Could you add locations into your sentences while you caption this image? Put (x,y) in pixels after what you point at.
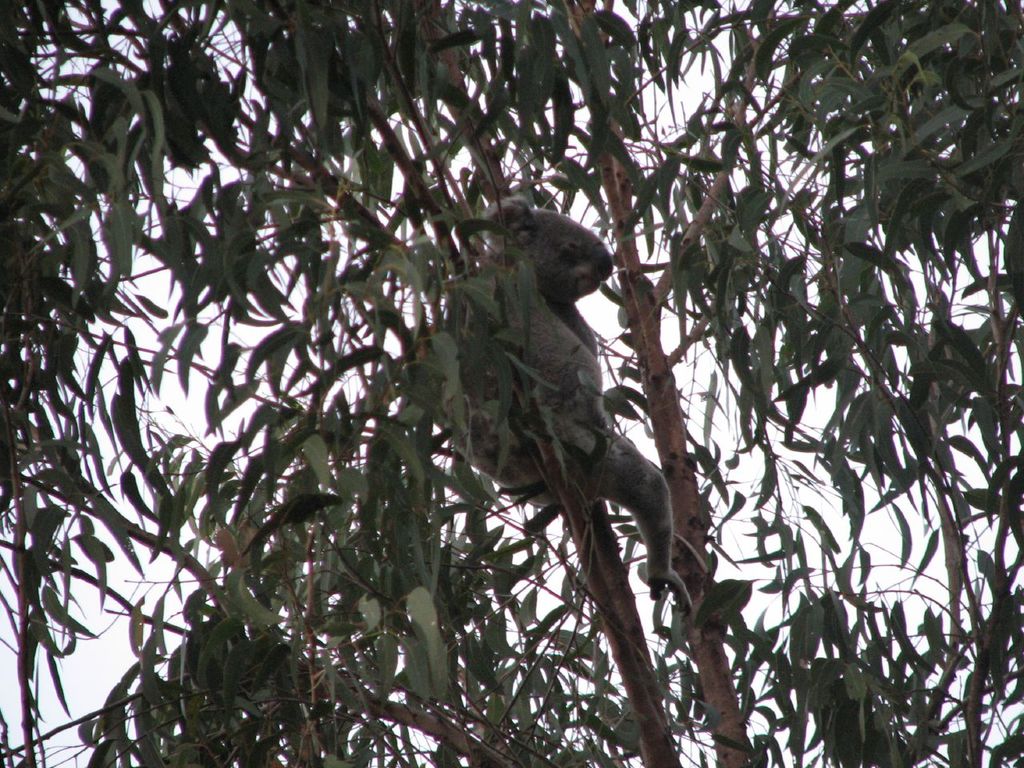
In the front of the image (651,189) there are leaves (313,240), branches (310,612) and animal (579,322). In the background of the image (629,355) there is sky (251,333).
